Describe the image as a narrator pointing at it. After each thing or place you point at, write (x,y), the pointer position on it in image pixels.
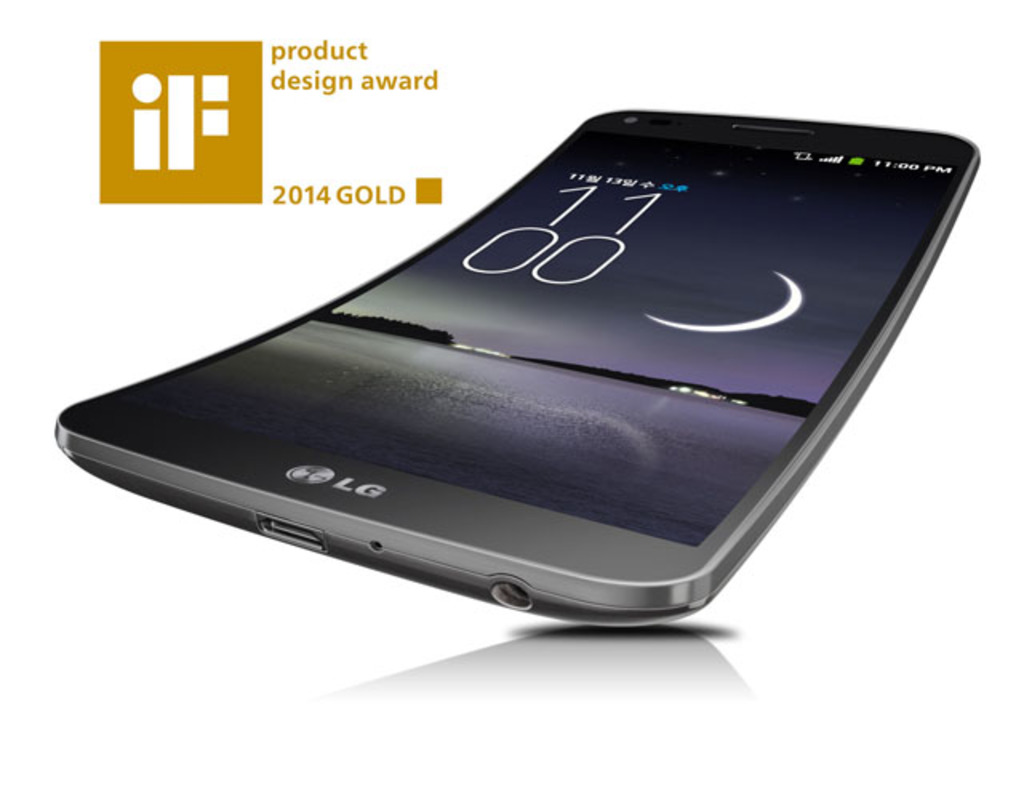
In this image there is a mobile phone (730,520). There is text (345,489) on the mobile phone (348,499). Beside the text (359,493) there is a logo (315,474). On the display screen (542,365) there are numbers (555,245) and pictures (540,405). There are pictures (481,397) of trees (417,339), water (437,355), sky (698,255) and a moon (778,317) in the sky (740,340). Beside the phone (387,284) there are numbers (318,188), text (339,88) and a logo (144,132). The background (32,37) is white.
